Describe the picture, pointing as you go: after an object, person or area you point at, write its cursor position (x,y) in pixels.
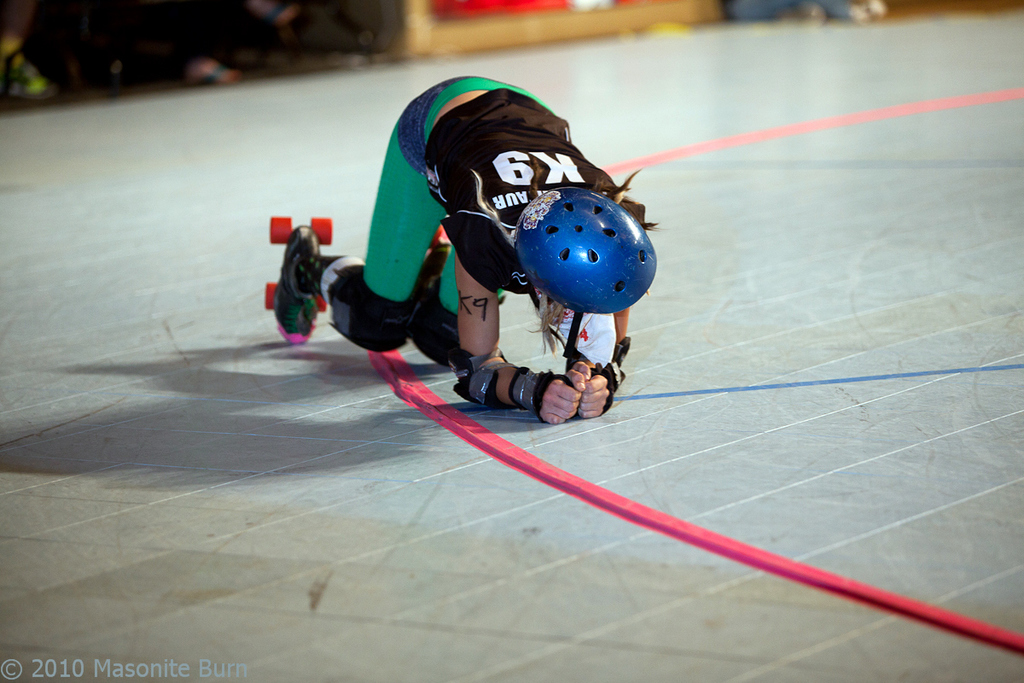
In this image there is a person (444,281) wearing skating shoes (442,234) is kneeled down on the skating track (604,455) with markings (625,518). In the background of the image (6,73) we can see the legs (19,60) of a people (278,8). There is some text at the bottom of the image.
